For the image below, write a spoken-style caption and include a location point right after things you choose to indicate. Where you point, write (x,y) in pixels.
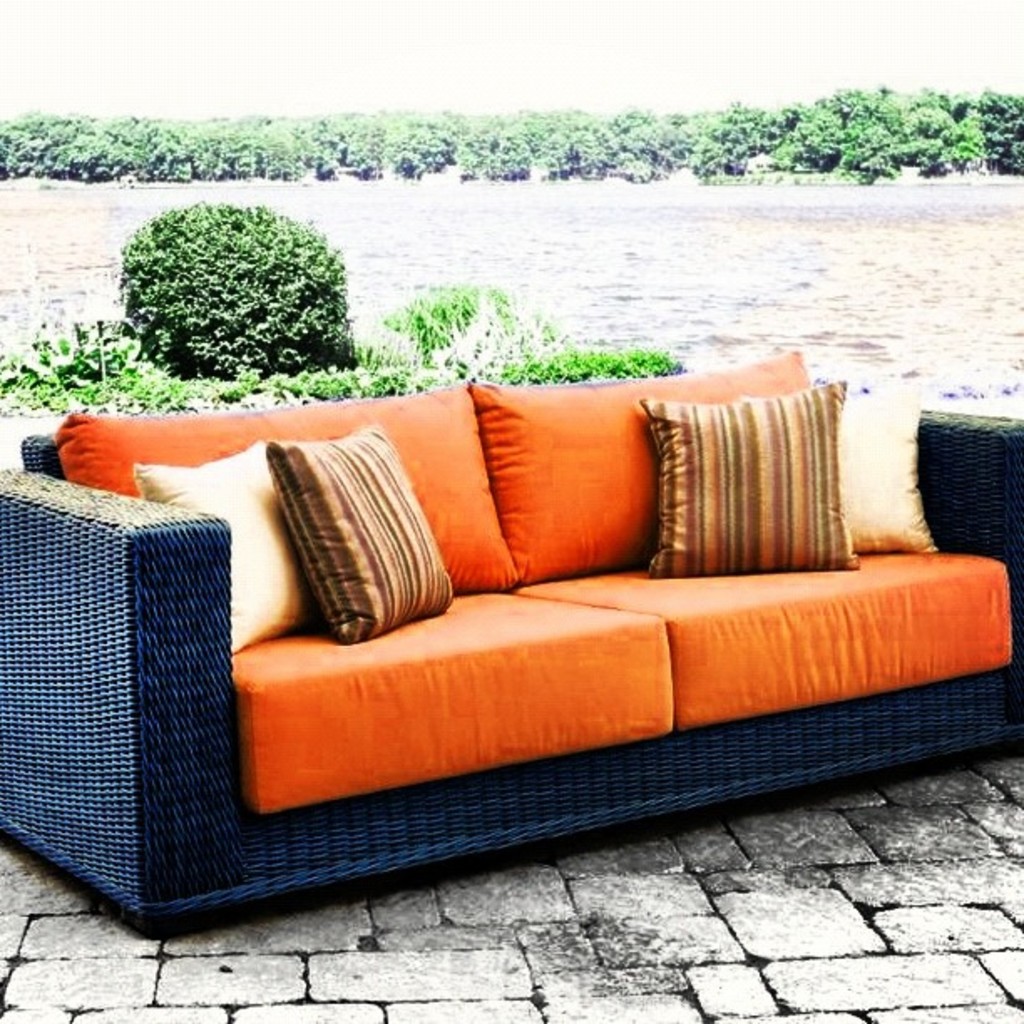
In this picture we can see sofa (615,431) and on sofa (558,452) we have pillows (754,448), this is on floor (665,875) and in background (659,308) we can see trees (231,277), water (811,205), sky (499,58).
